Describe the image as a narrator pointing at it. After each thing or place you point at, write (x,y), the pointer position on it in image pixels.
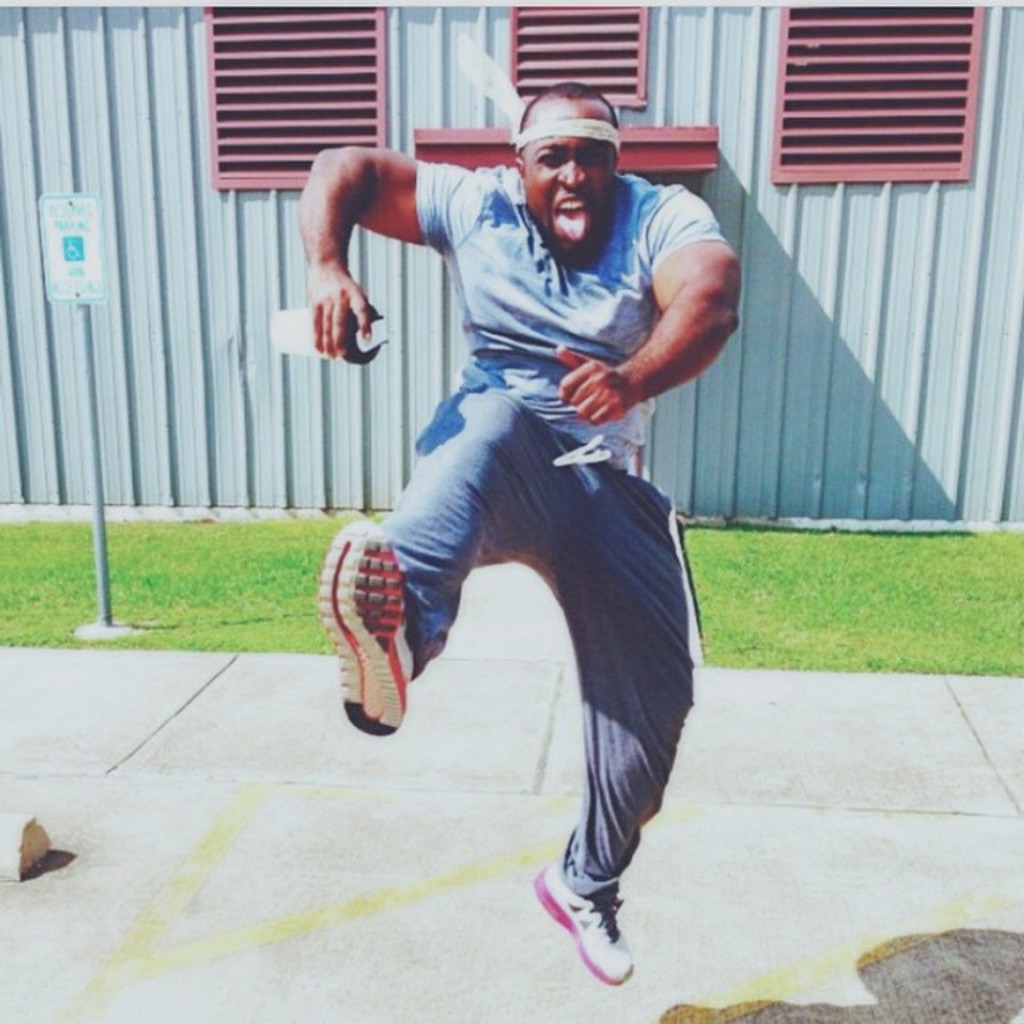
In this picture we can see a man (368,310), he is holding a bottle (362,356) in his hand (337,356), behind to him we can find a sign board (98,267), metal rod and grass (258,544).
